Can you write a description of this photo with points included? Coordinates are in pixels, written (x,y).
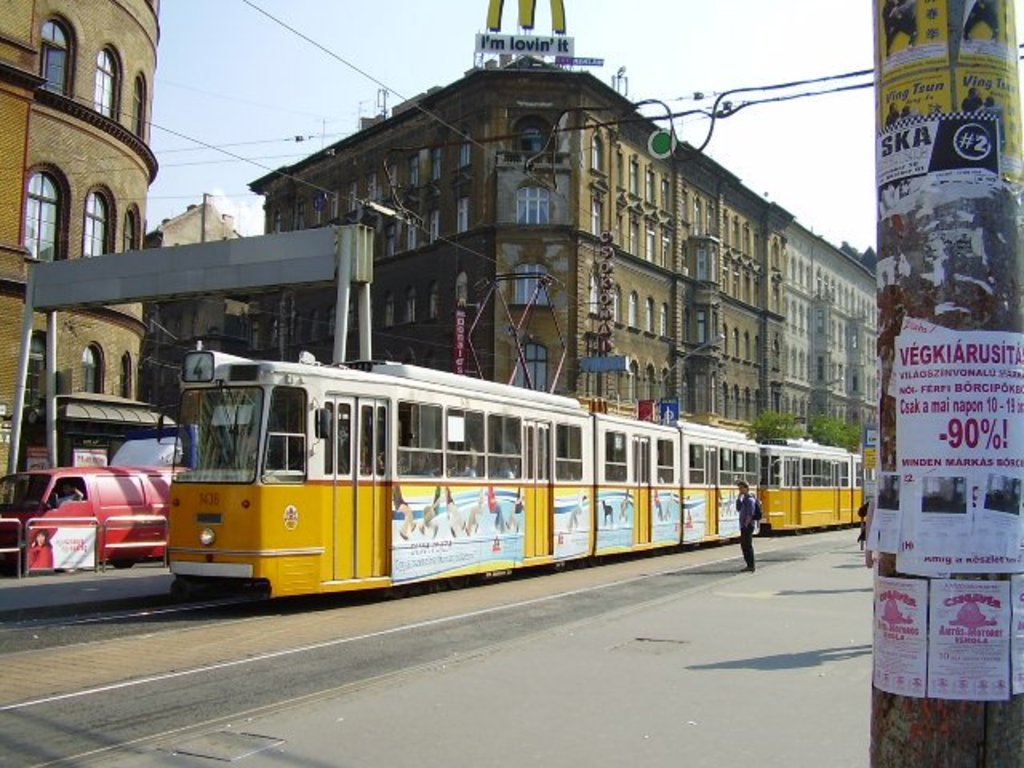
In this image there is a street running train (311,563) on road (123,612), near to the train (713,537) there is a person (750,536) standing, in the background (578,242) there are buildings (433,284), hoarding (213,282), vehicles (104,474), on the right side (906,308) there is a pole (929,703) to that pole (991,605) there are posters (935,411), on that posters (962,522) there is some text (956,434).
